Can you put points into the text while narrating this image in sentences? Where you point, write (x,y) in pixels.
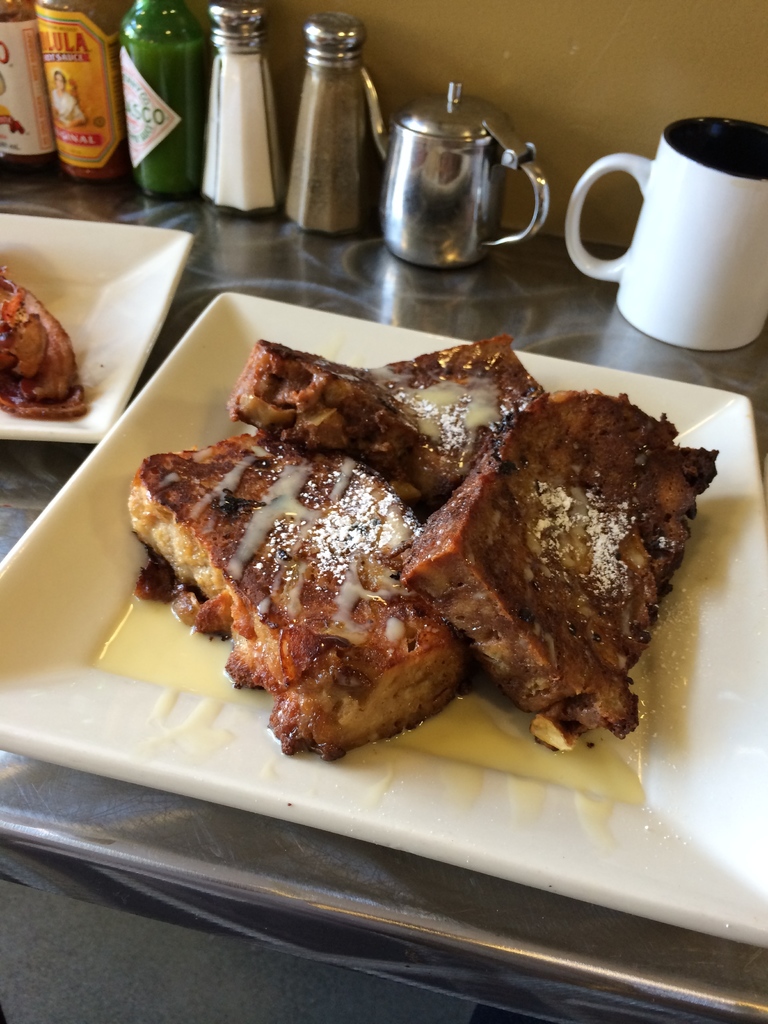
In this image, we can see two white color plates (767,834), there is some food (328,538) on the plates (713,496), we can see a cup (757,278), salt and black pepper bottles (351,177), we can see a steel kettle (432,207).
